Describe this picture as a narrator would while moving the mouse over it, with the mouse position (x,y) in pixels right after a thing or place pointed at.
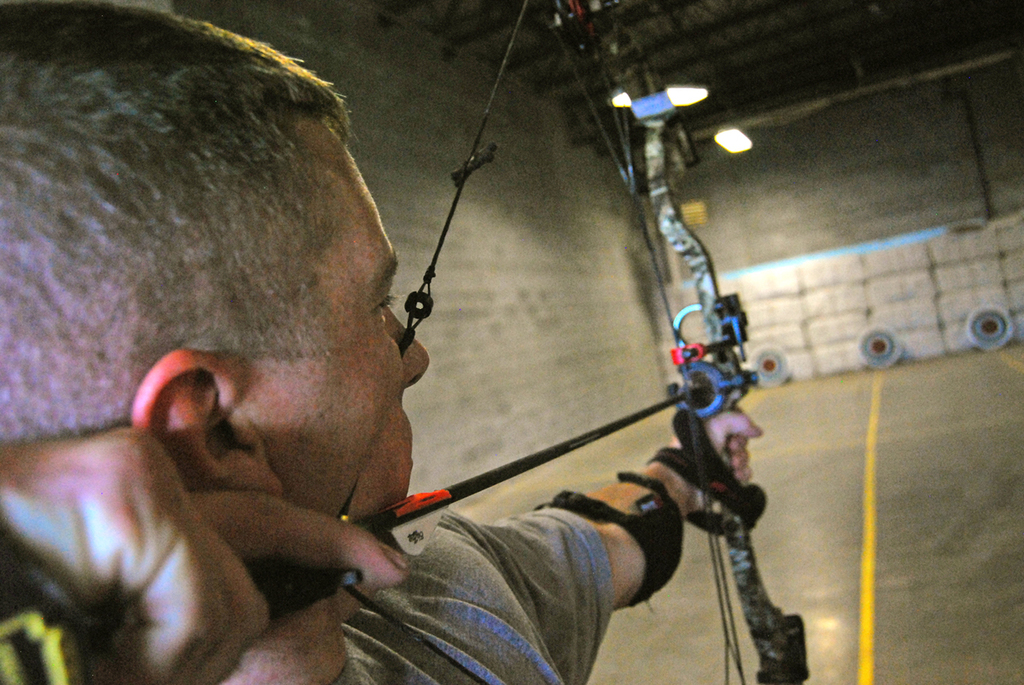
In the foreground of this image (244,429), there is a man (278,493) holding a bow (720,399) and an arrow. In the background (858,324), there is a wall (822,175) of a shelter (811,198) and few targets (888,345) on the floor (941,480).
